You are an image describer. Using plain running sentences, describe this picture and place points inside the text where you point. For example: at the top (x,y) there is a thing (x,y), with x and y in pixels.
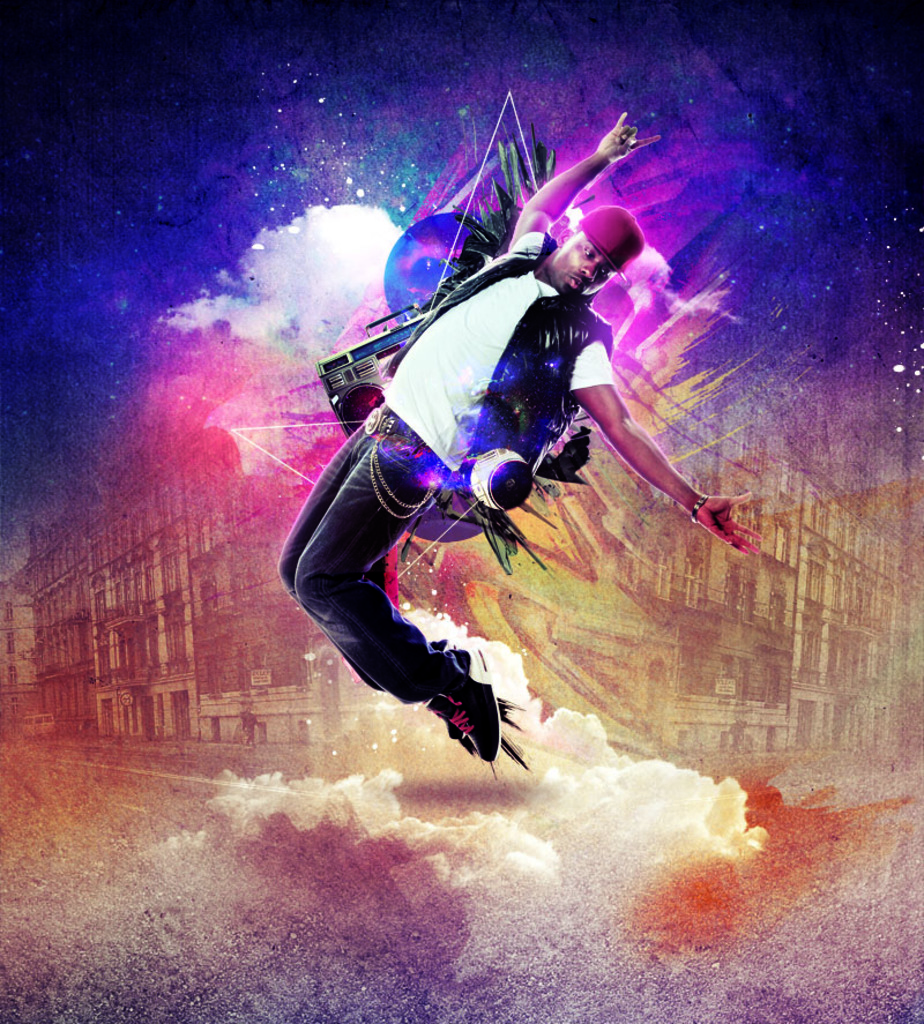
It is a poster. In this image, we can see a person (376,440) in the air. Behind him, we can see a tape recorder (368,376). Background (229,528) there is a building (772,490). Here we can see different colors in the image.
